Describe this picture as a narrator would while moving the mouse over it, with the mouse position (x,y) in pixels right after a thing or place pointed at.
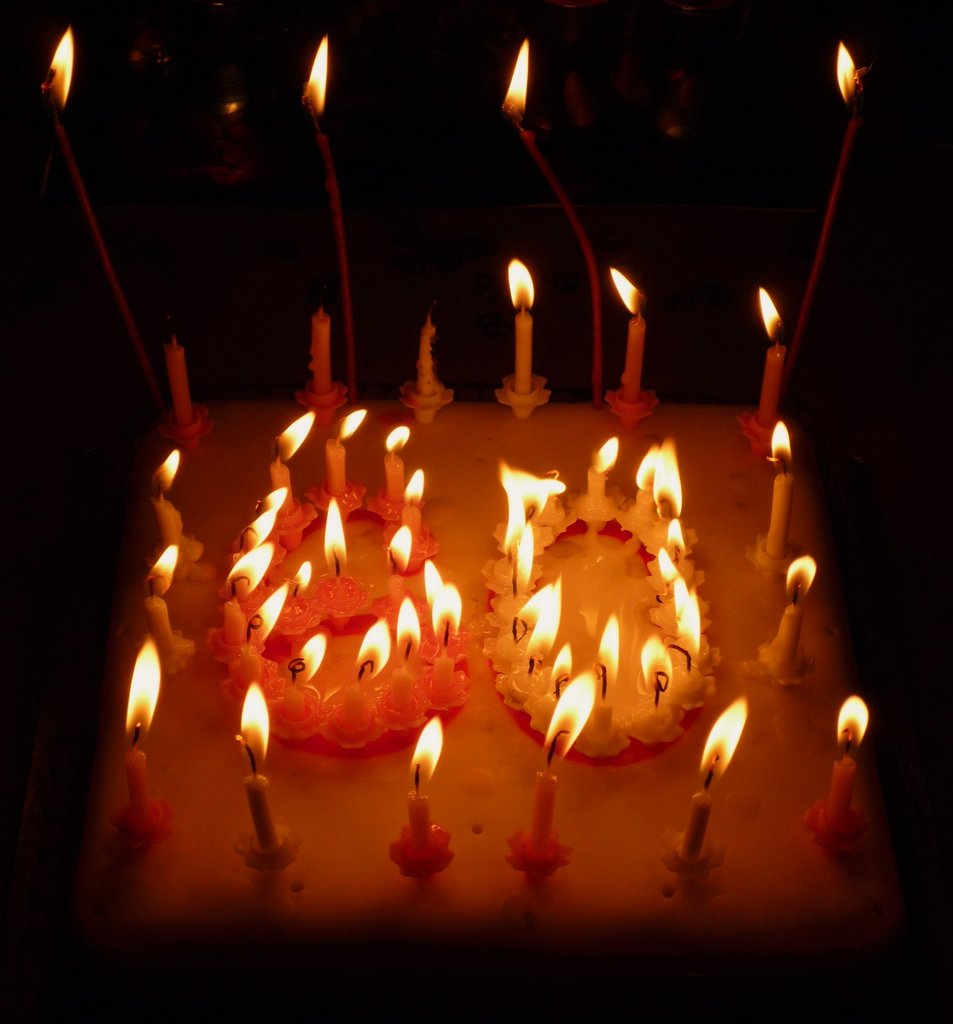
In the center of the image (635,412) we can see candles (641,414) on the cake (720,475).
